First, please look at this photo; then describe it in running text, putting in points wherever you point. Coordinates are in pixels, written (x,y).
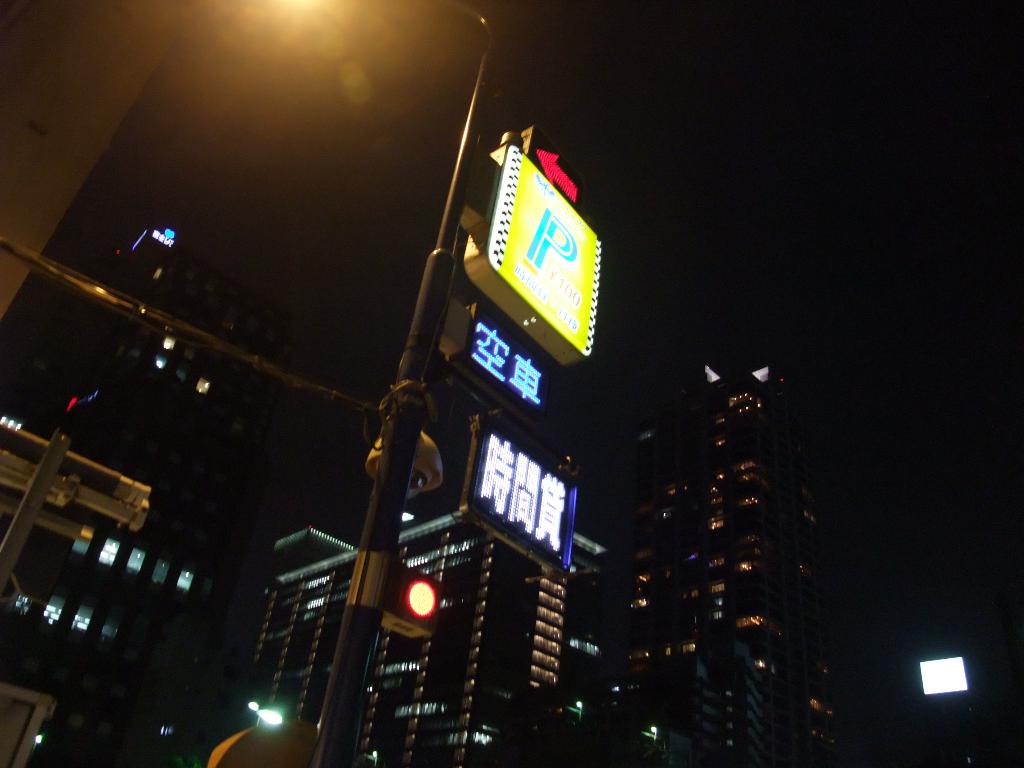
In this image we can see many buildings (506,620). There are few street lights (267,710) in the image. There are few advertising boards (581,249) in the image. There is a directional board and a traffic light (434,610) in the image.
